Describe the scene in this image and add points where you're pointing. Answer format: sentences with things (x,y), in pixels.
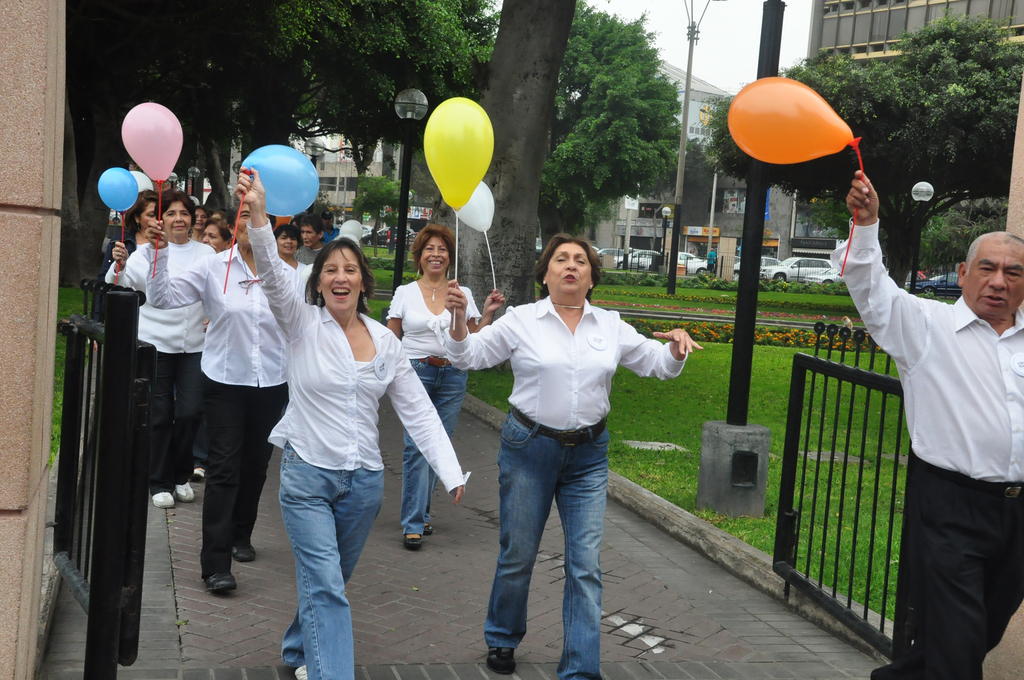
In this image there are so many people (430,398) walking on the path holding balloons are wearing white shirts (427,453), behind them there are so many trees (902,194) and buildings (835,32).
